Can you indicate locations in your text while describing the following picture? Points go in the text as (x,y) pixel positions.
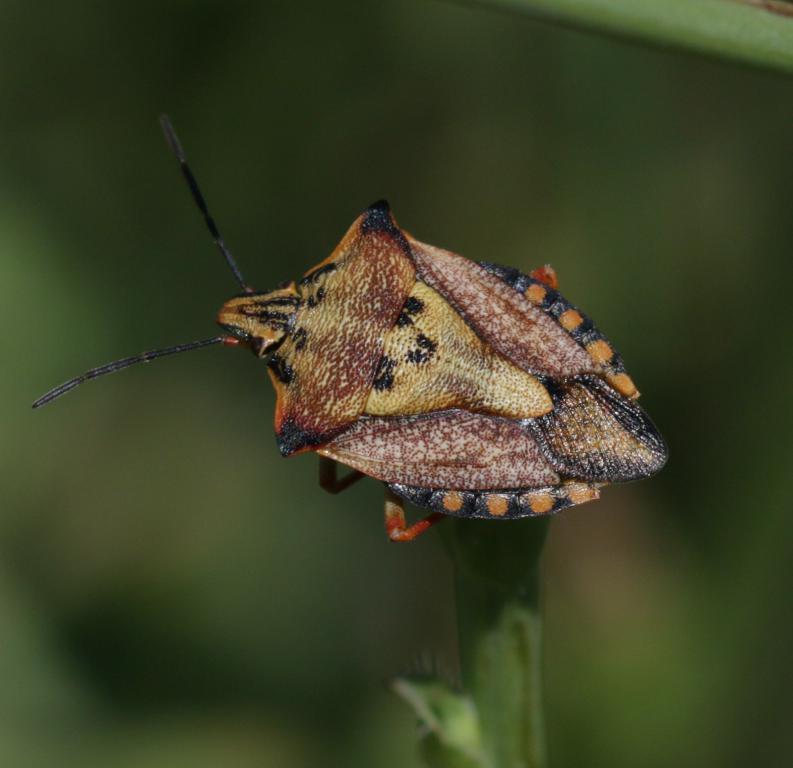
In this picture we can see an insect (504,465) on the stem (532,710). Background (37,635) is blurry.
